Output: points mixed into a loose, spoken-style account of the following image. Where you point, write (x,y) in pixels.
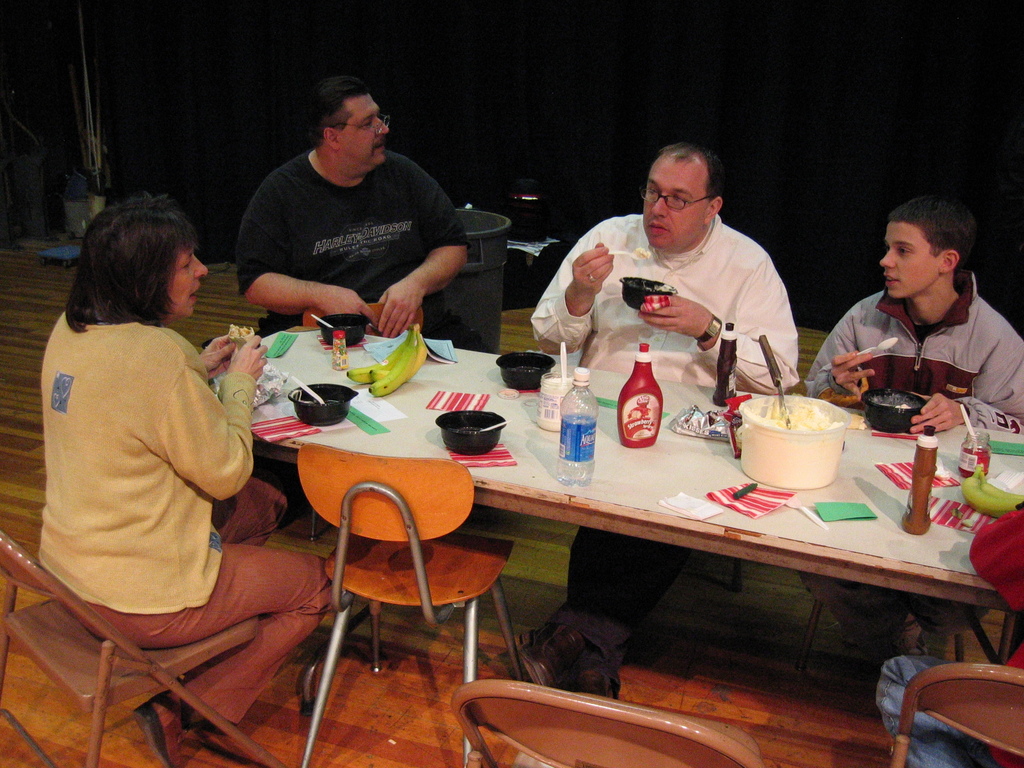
In this image I see 3 men (1001,404) and a woman (165,475) who are sitting on chairs (60,646) and these 3 are holding their food (241,334). I can also see a table (940,556) in front of them on which there are many things (957,523). I can also another person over here.
